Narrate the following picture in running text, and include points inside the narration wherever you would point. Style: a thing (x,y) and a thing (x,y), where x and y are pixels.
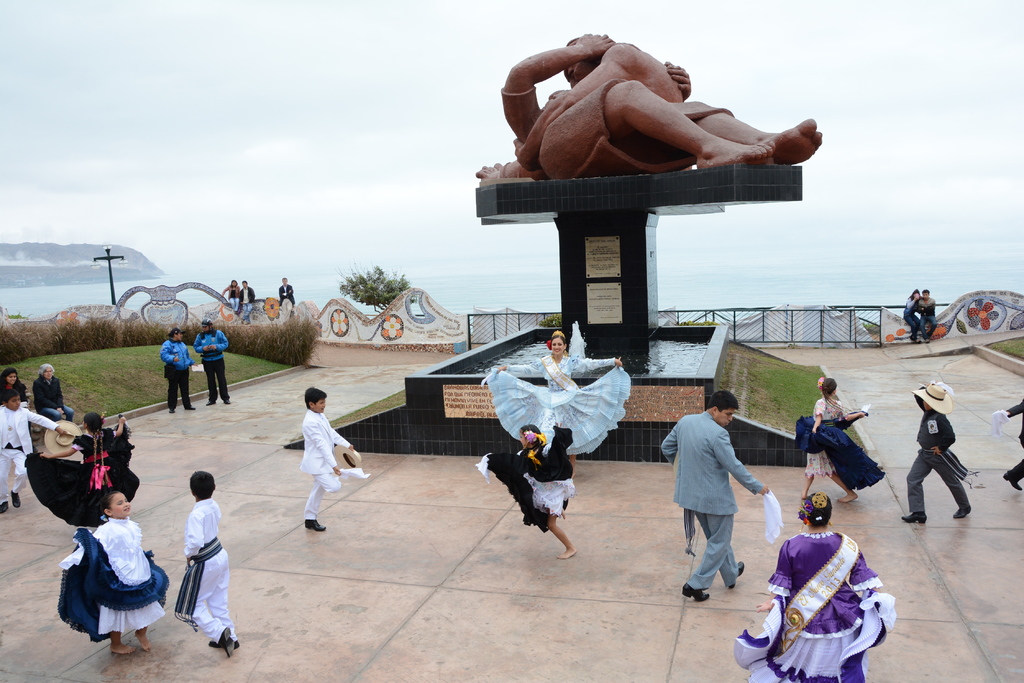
In this image, we can see a statue (601,170) on an object (585,248). We can see the ground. We can see a few people (586,437). There are some posters (599,256) with text (611,247). We can see some grass (155,352), plants (289,345). We can see the fence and a pole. We can see some water (144,282) and hills (118,260). We can also see the sky (140,130).
